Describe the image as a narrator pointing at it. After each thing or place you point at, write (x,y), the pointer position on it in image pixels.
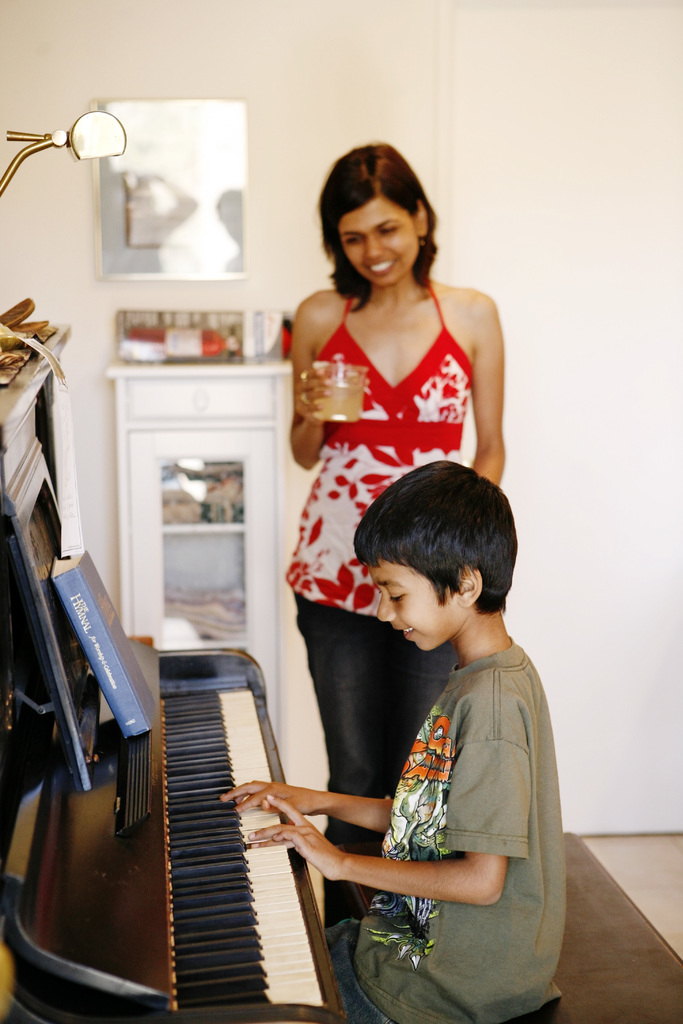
This is the boy (446,934) sitting on the bench (594,954) and playing piano (233,802). I can see a book (101,646) which is blue in color is placed above the piano (72,782). Here is the woman (361,361) standing and holding the glass (354,420). This looks like a frame (214,177) attached to the wall (261,139). I think this is a rack (136,500) with few objects (267,354) placed on it. At the left corner of the image (28,308) I can see few things (27,350) placed on the piano table (21,386).
